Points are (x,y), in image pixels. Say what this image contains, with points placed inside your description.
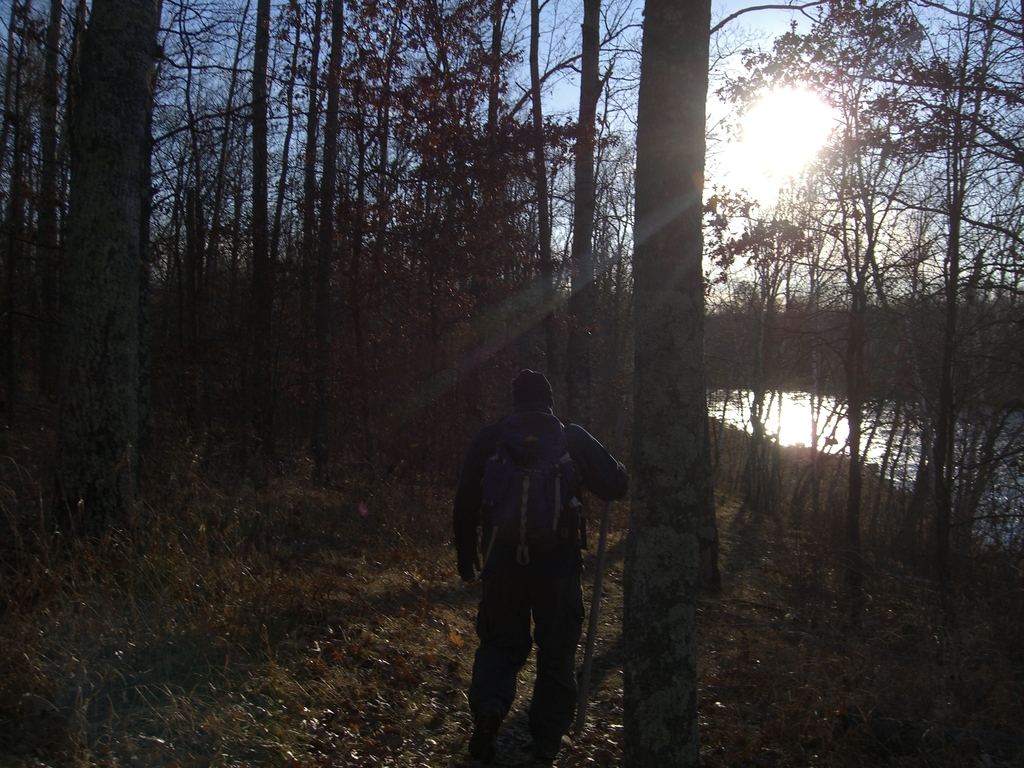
In this image we can see a person (542,588) wearing dress (572,442), bag (567,495) and a cap (545,399) is holding a stick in his hand (610,485) and standing on the ground (433,700). In the background (1005,336) we can see a group of trees (734,357), water (775,430) and the sky (772,142).
